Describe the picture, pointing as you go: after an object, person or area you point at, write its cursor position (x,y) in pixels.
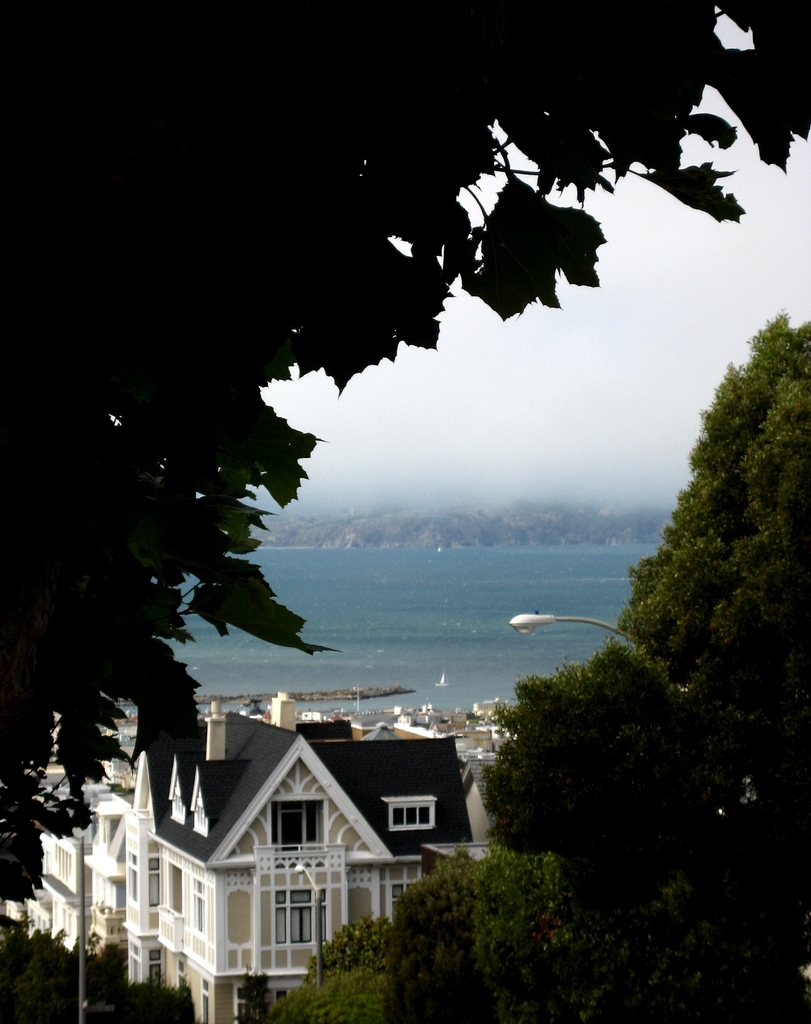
In this image in the front (238,450) there are leaves (333,295). In the center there are trees (454,868). In the background (242,823) there are buildings (284,807) and there is an ocean (437,581) and there is a pole (590,620) and the sky (596,351) is cloudy.
